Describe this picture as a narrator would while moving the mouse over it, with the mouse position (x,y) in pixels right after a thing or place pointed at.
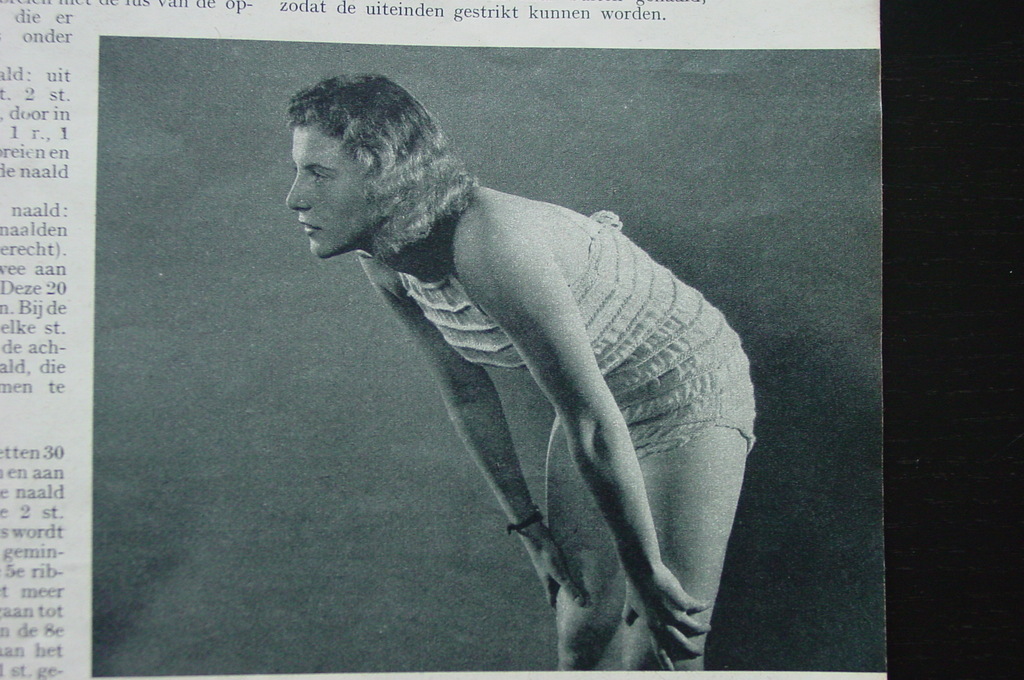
This is a paper (478,364). This is a black and white image. In the center of the image (404,286) we can see a lady (524,352) is bending. In the background of the image (46,538) we can see some text (20,246).
